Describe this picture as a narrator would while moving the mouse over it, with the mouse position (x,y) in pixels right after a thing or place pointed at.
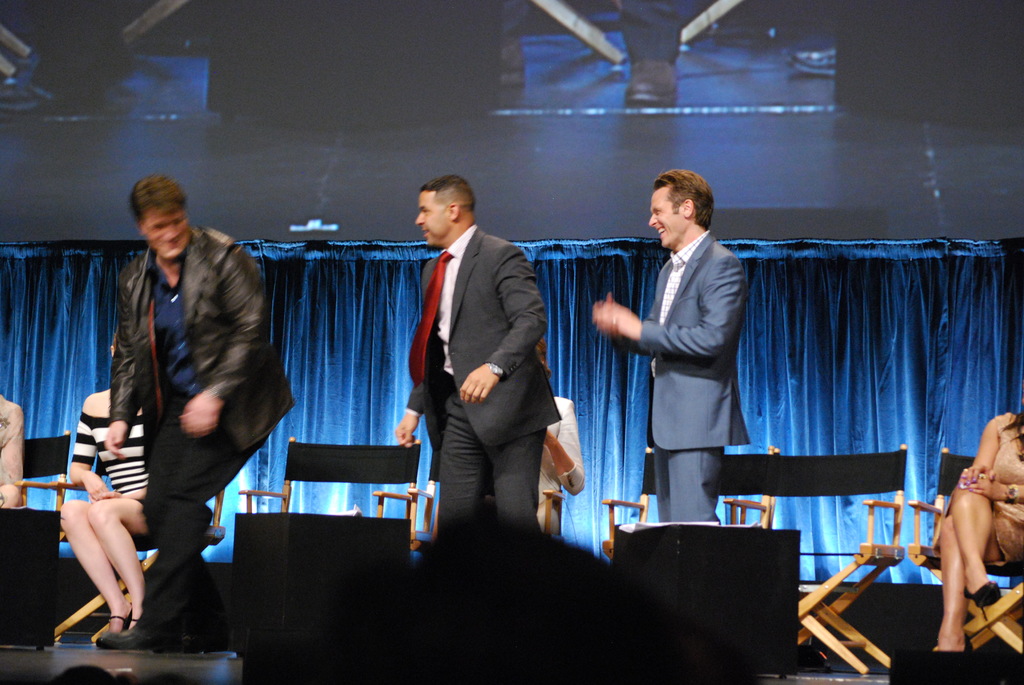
In this image we can see three men (198,347) are standing. One man (700,359) is wearing blue color suit (699,415). The other one (459,457) is wearing black color suit (502,413) with white shirt (446,329) and red tie (433,297). The third man (191,370) is wearing blue color shirt (185,326) with black jacket (215,299) and pant (179,485). Behind them, women (556,457) are sitting on the black color chairs (936,534). We can see blue color curtains (322,287) in the background of the image (37,318). There is a screen (484,72) at the top (476,70) and some objects (330,625) at the bottom (941,663).
